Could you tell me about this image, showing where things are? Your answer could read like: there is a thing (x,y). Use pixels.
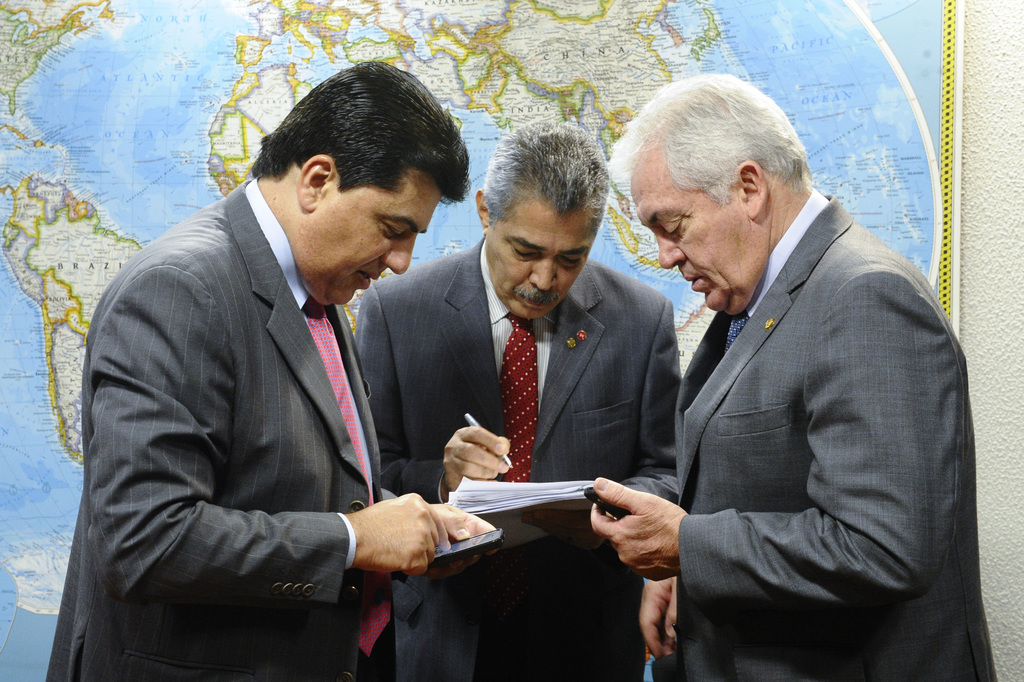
In the center of the image (463,309) there are persons (875,466) standing on the floor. In the background (526,70) there is a map (782,72).
